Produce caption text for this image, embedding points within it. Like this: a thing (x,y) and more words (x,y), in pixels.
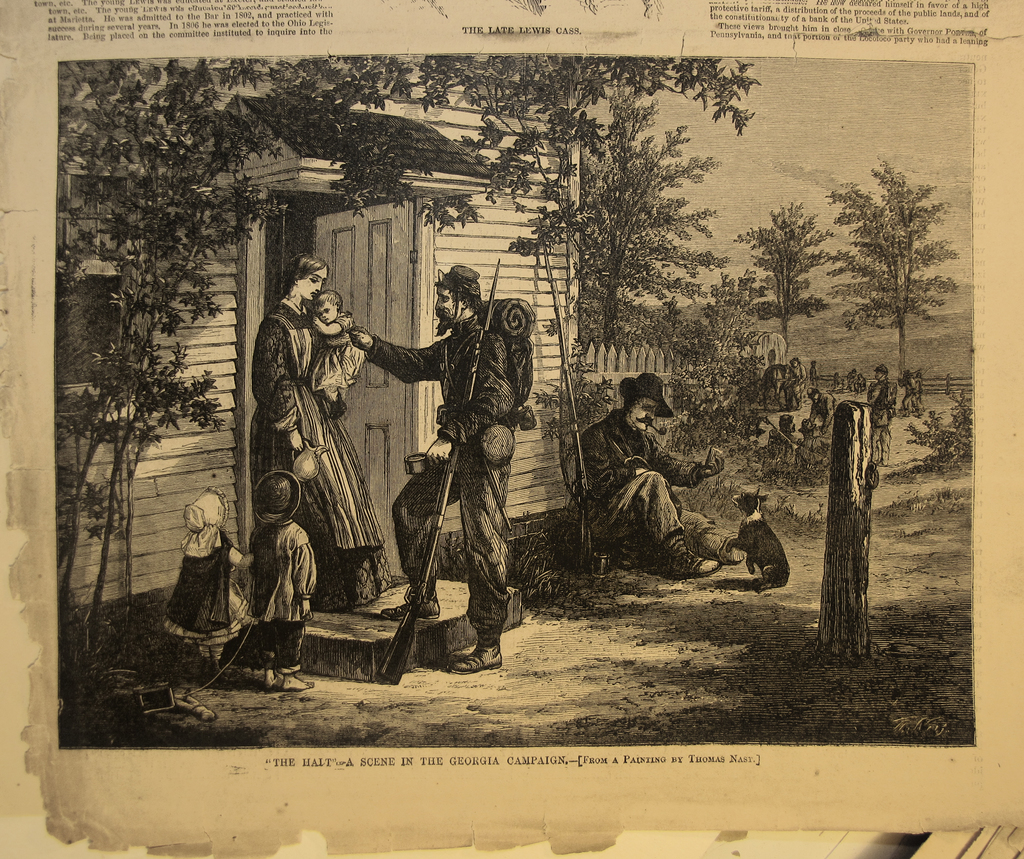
In this image I can see the paper (360,583). In the paper (416,626) I can see few people (378,590), an animal (763,542), house (371,463), trees (695,339) and the sky (816,159). I can see something is written on the paper (357,90).
